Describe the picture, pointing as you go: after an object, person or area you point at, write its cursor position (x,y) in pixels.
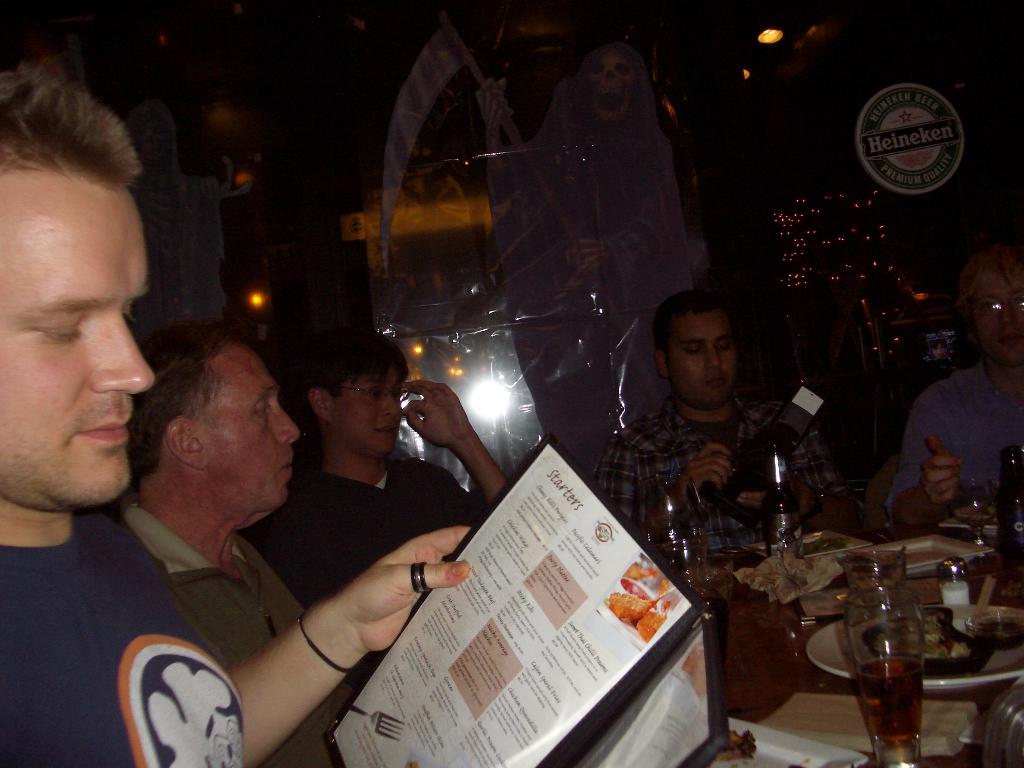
In the picture I can see people (496,472) are sitting in front of a table (806,657) among them the man (55,451) in the front (425,581) is holding a menu card (506,603) in the hand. In the background (489,446) I can see lights (503,390) and some other objects (561,269).
